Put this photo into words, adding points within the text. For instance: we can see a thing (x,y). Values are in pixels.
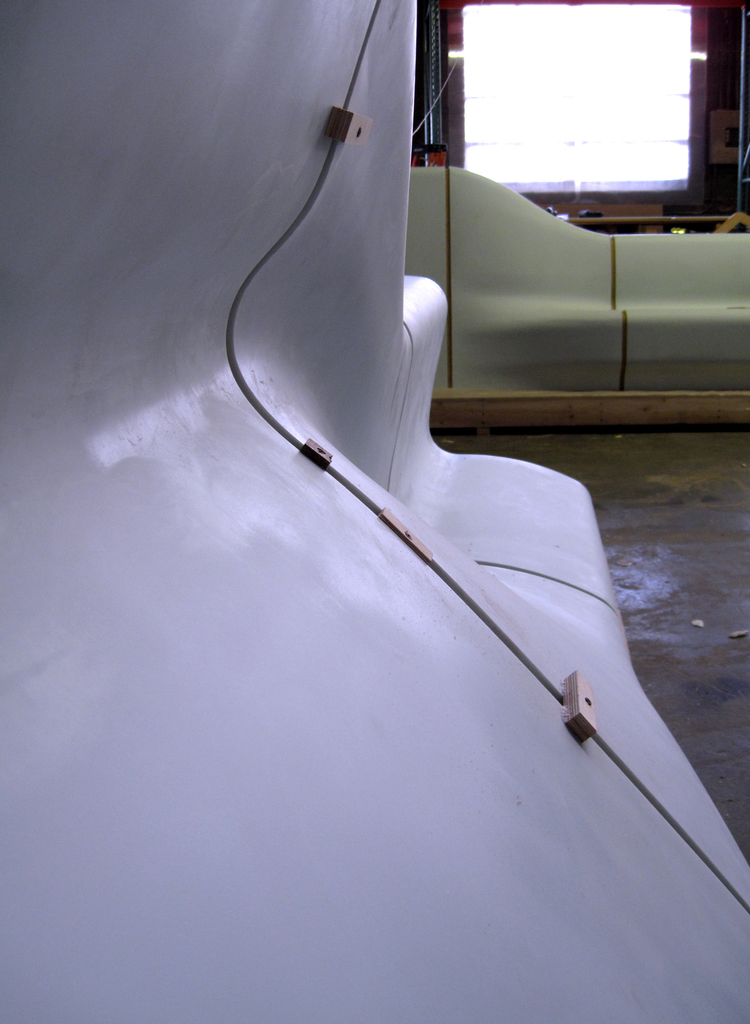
Here in this picture we can see some white curved things (355,510) present on the floor (528,448) here and there and at the top (483,121) we can see a window (497,122) present over there.
